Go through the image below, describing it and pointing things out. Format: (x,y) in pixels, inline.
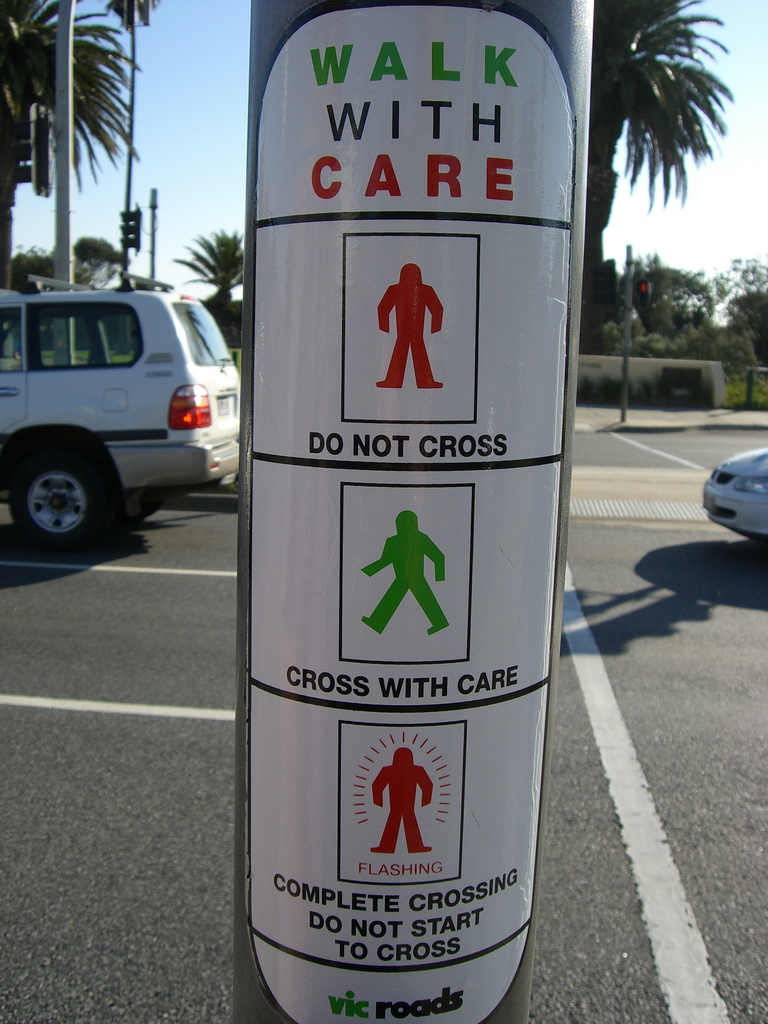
In this image I can see a pole (496,1019) in the front (491,409) which has a sticker (350,493) on it. There are cars (79,432) on the road (691,468). There are poles (69,209), traffic signals (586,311) and trees (718,298) at the back (743,307). There is sky (205,94) at the top (205,94).
